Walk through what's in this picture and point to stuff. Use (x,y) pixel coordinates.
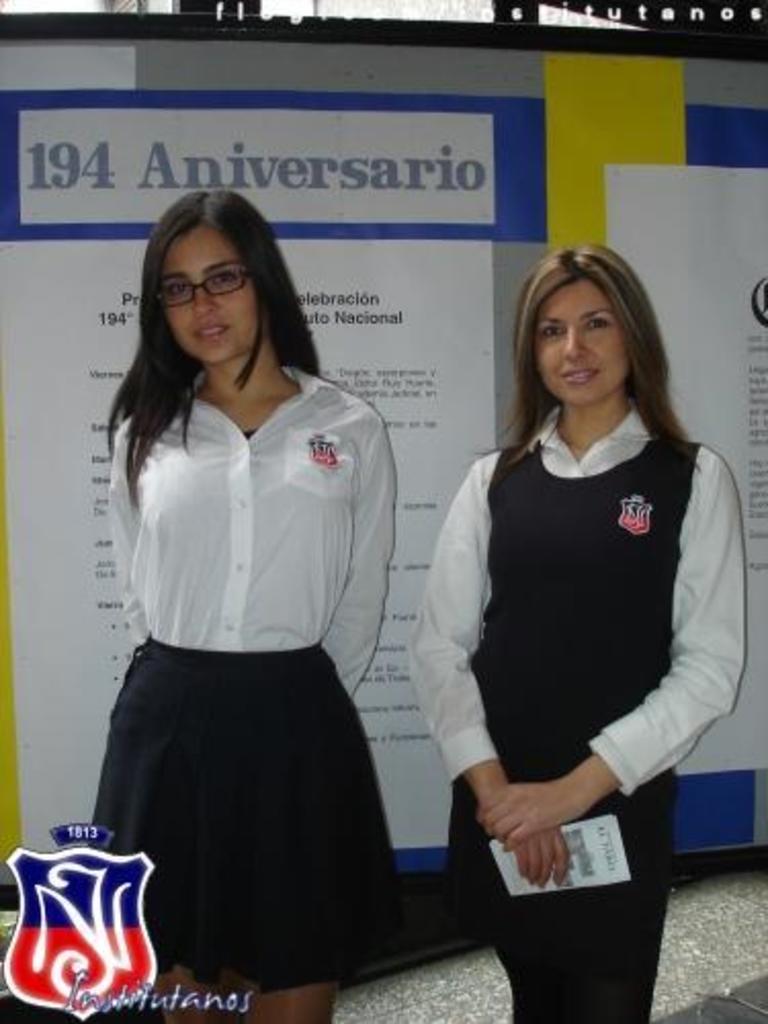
In this picture there are two people (355,672) standing. At the back (428,524) there are boards (436,378), there is text (423,179) on the boards (412,336). At the top (297,10) there is text (294,12). At the bottom (397,979) there is a floor (393,985). At the bottom left (5,963) there is text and there might be a logo (40,966).
